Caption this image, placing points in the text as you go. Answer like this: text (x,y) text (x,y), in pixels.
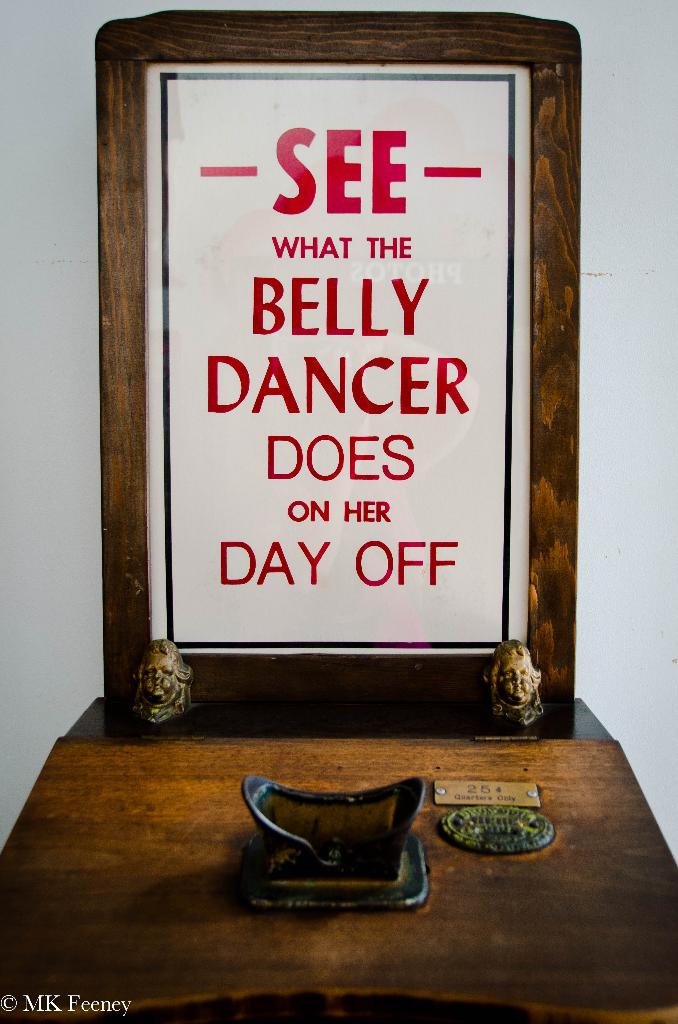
In this picture I can see some objects (141,662) on the table (676,889), there is a board (329,361) with a quotation (298,473), and in the background (41,184) there is a wall (44,601) and a watermark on the image.
